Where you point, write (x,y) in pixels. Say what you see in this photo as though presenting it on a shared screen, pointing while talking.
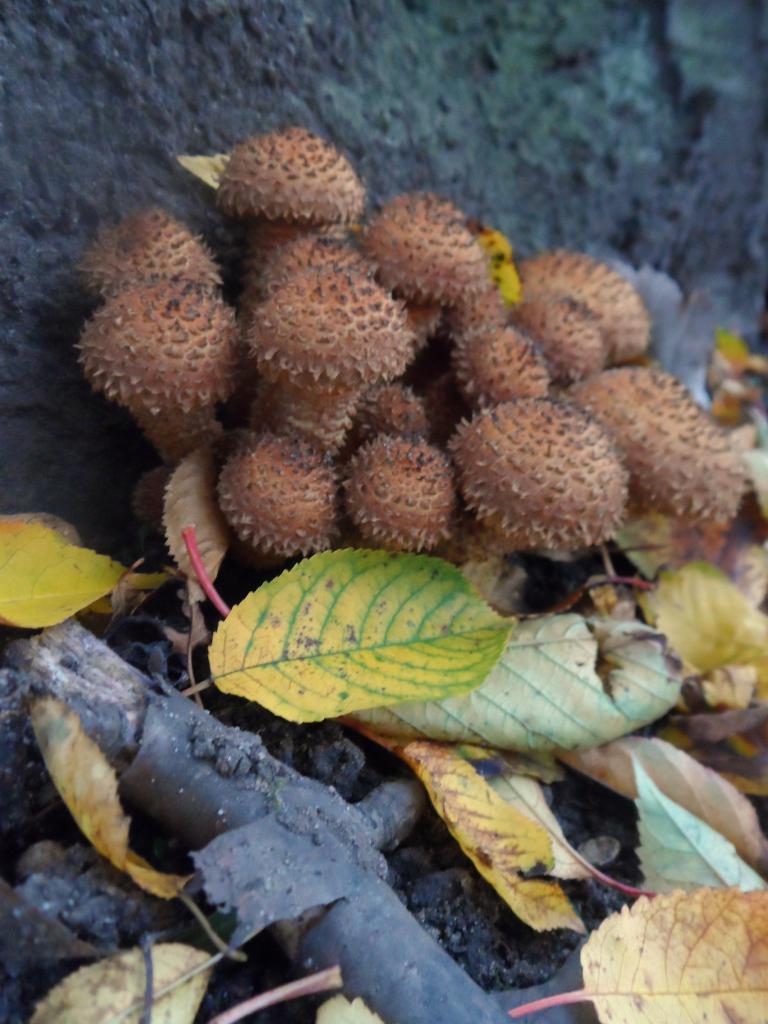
In this image I can see leaves (455,744), wood (382,803), mushrooms (482,442). In the background (749,246) I can see a stone (294,92). This image is taken during a day.
